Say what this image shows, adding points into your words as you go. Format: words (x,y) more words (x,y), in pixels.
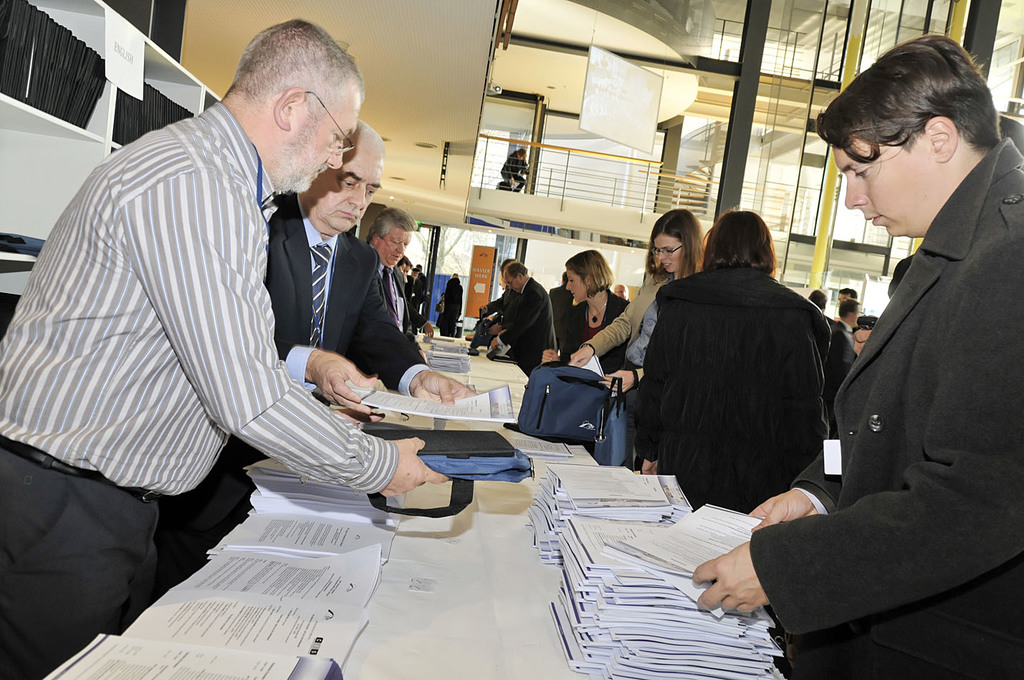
In this Image I see number of people (1022,653) in which few of them are holding papers (612,532) and this man (339,53) is holding a bag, I can also see there are lot of tables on which there are number of papers (104,644). In the background (75,9) I see the racks (69,22) and the inside view of a building (542,251).
